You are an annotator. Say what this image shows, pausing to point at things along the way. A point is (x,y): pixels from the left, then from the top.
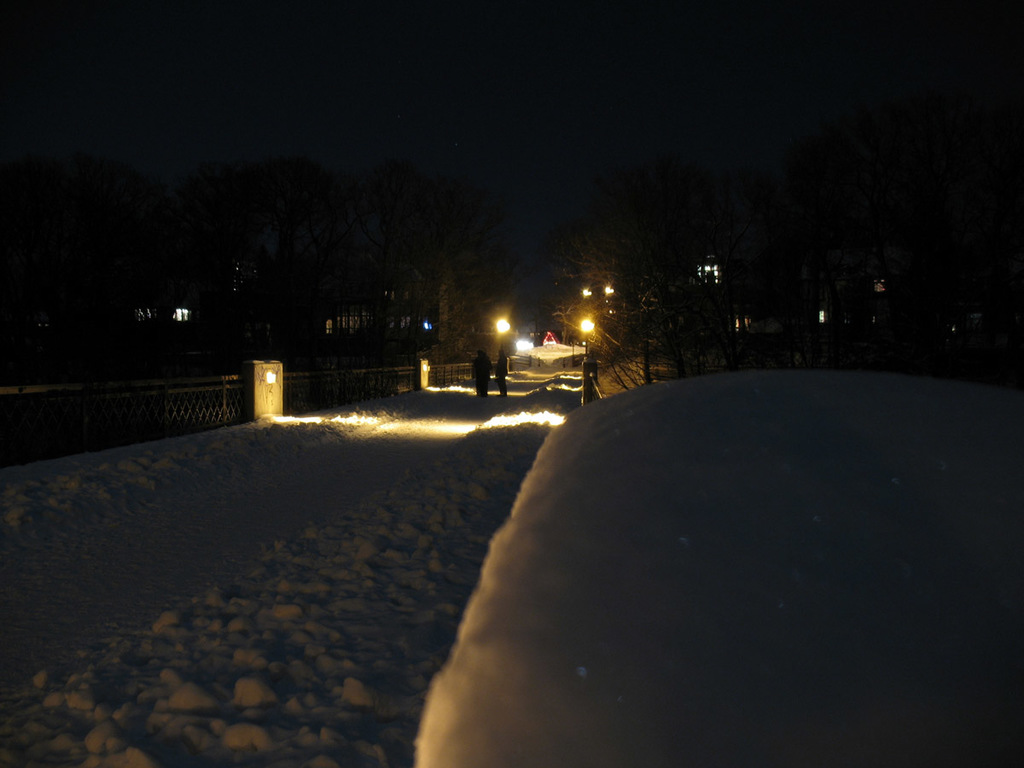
This is a night view of an image. In this image we can see there are two persons (479,379) standing on the surface of the snow (347,464). On the right (705,333) and left side of the image (312,293) there are buildings (742,315) and trees (688,321) and there are few lights (578,323).
